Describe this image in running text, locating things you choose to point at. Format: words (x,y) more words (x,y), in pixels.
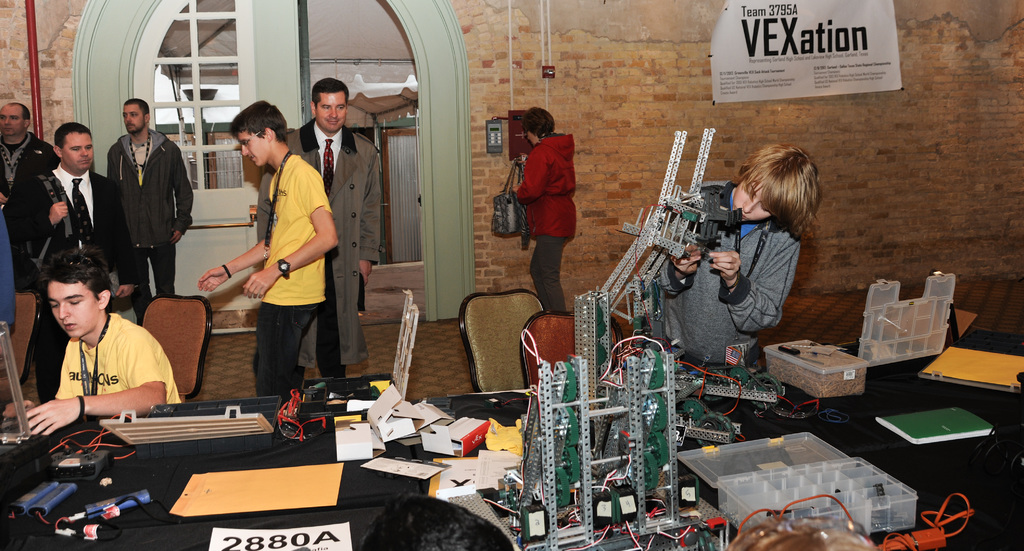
There are people (545,297) and this person (769,241) holding an object (682,142). We can see chairs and we can see papers (321,542), boxes (911,501), cables (75,516), devices (59,493) and objects (37,504) on the table (290,510). In the background (732,41) we can see poster (735,28) and devices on the wall (597,98), door (206,204) and rod (38,58).
